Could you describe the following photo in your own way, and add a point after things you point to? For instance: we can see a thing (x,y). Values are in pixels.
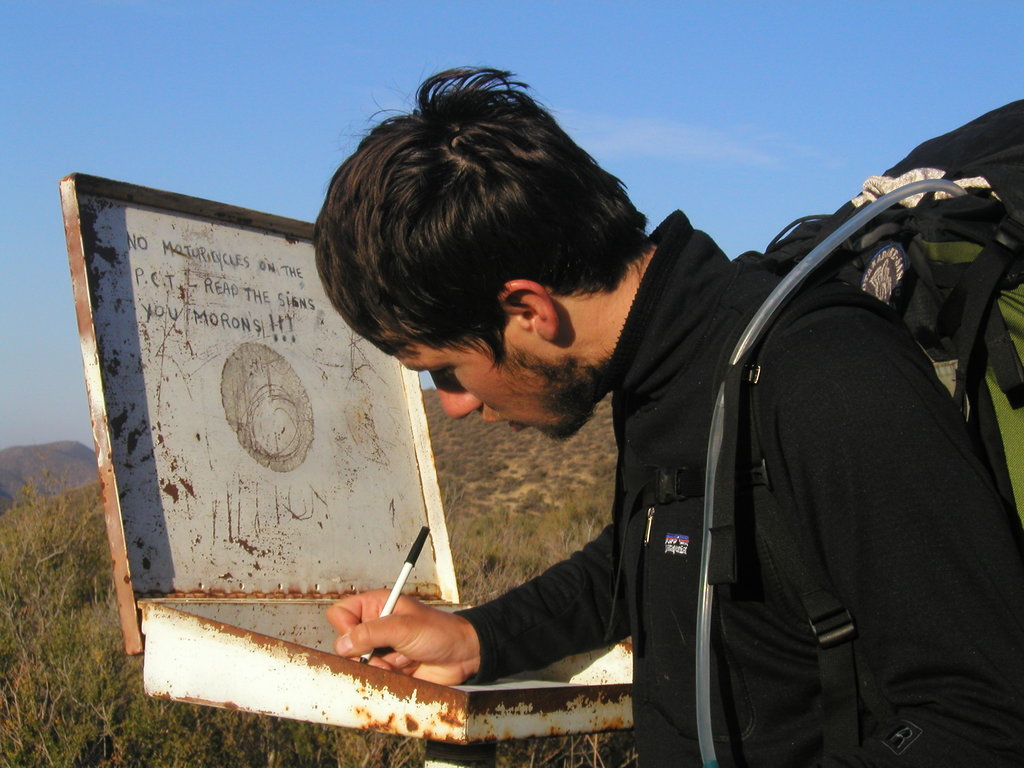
In this image we can see a man (591,405) holding a pen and writing something. In the background (715,163) we can see hills (507,473), trees (78,553) and sky (174,65).
